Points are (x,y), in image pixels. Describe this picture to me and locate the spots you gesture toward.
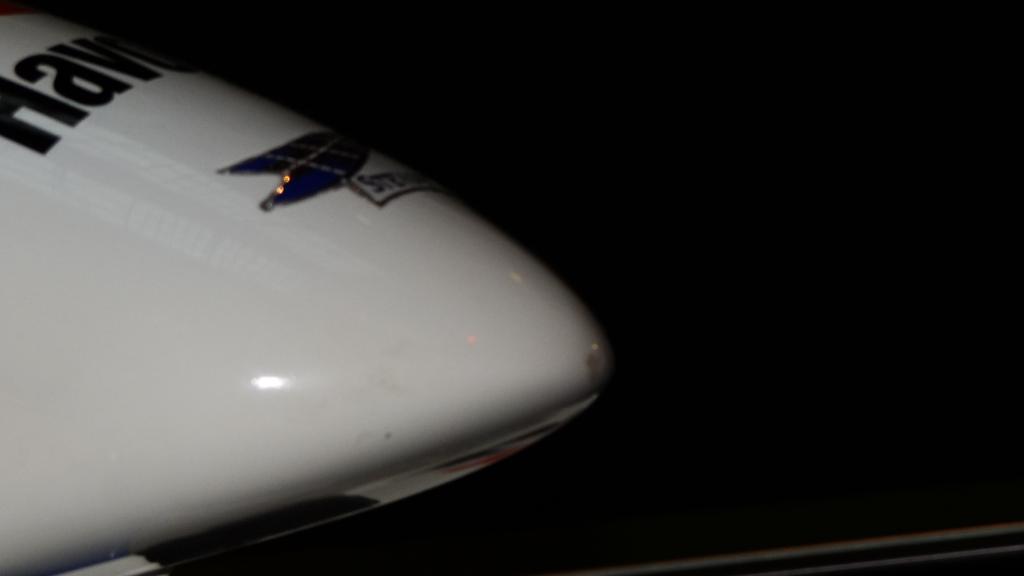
This is a zoomed in picture. On the left (189,71) there is a white color object (352,323) and we can see the text (72,78) on the object (125,118). The background of the image (614,109) is very dark.
